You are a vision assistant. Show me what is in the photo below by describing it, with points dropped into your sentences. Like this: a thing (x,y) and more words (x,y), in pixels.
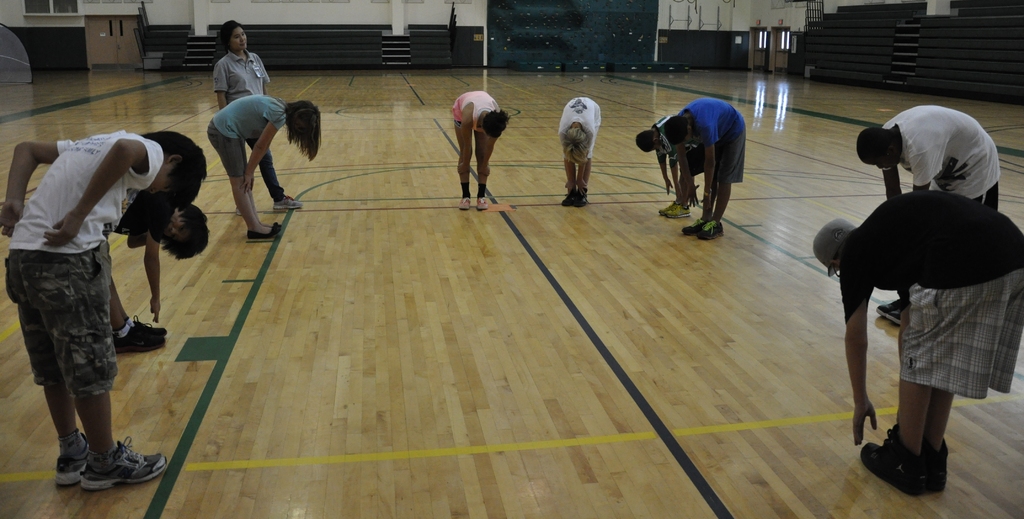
In this image I can see a group of people (915,111) are doing exercise on the floor (413,365). In the background (615,48) I can see a wall (603,55), steps (439,36), windows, doors (780,58) and so on. This image is taken may be in a hall (624,335).
